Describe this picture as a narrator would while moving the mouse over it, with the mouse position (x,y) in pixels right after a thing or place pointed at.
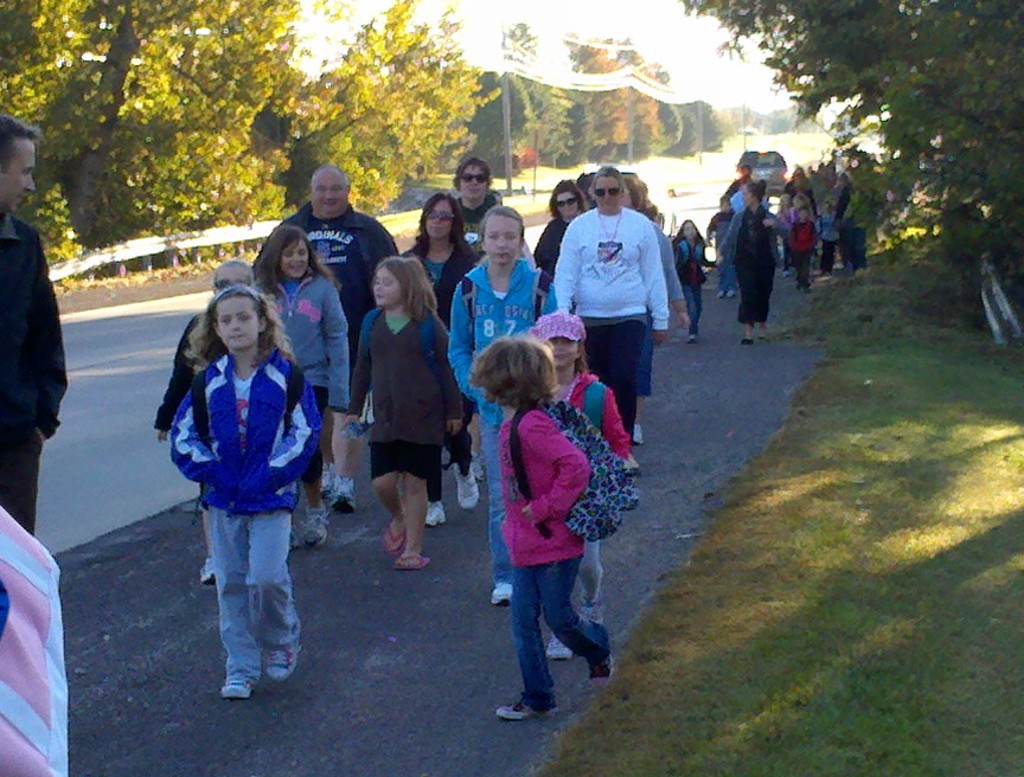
In the image we can see there are many people (557,208) and children's (395,371) walking, they are wearing clothes (522,657) and some of them are wearing spectacles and shoes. Here we can see the road (95,478), grass (803,140) and trees (864,99). We can even see a vehicle (774,163) on the road (722,178), poles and the barriers (143,251).
